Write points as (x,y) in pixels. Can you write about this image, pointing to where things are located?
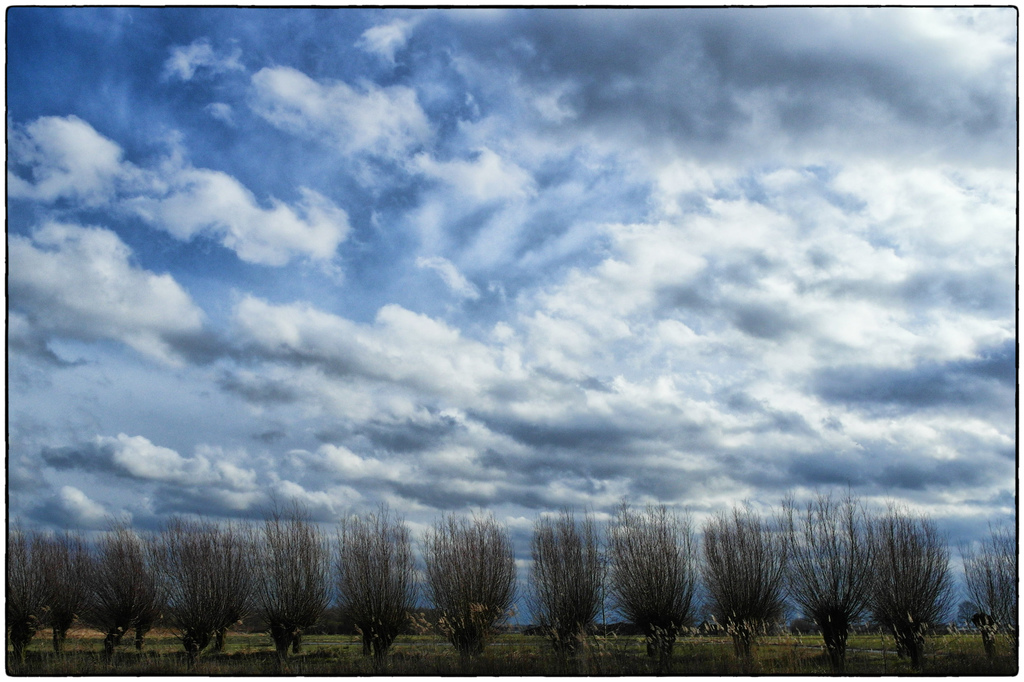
This image consists of many clouds (321,337) in the sky (627,271). At the bottom (286,641), there are plants (823,616) And we can see the green grass (595,657) on the ground (578,663).
